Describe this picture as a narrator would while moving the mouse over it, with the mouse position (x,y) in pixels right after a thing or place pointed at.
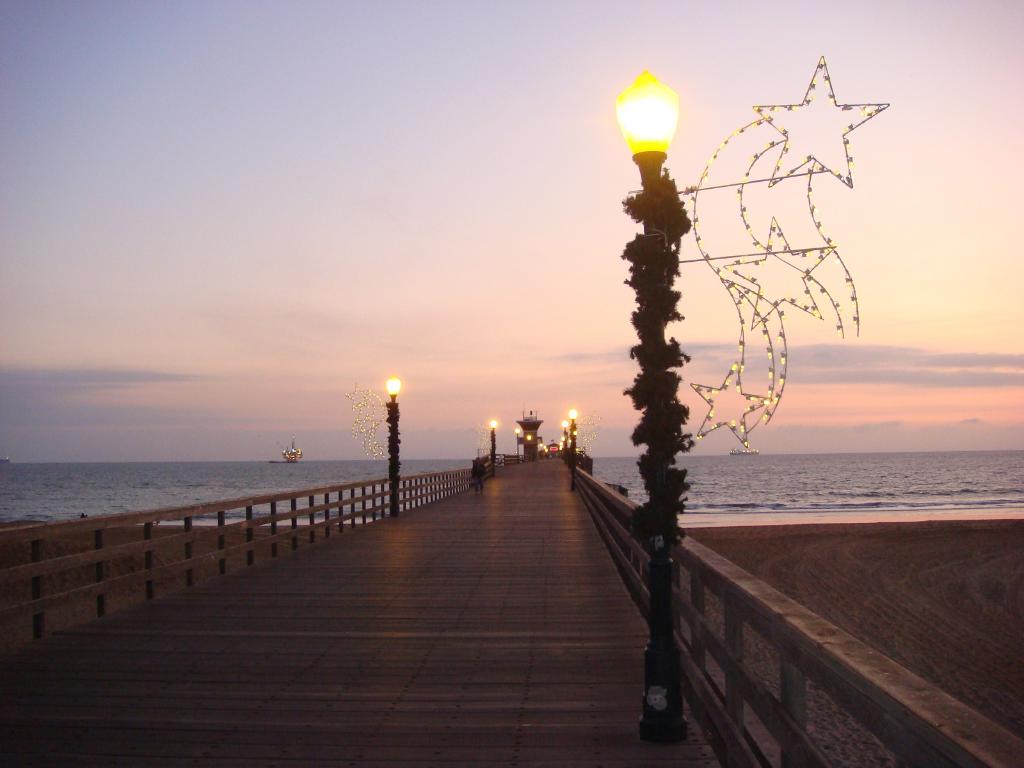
In this picture we can see a wooden bridge (334,644) with fence (328,510), poles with lights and some decorative things (707,398). Behind the bridge (439,490) there are ships (292,460) on the water (756,469). Behind the ships (737,453) there is a sky (305,336).
